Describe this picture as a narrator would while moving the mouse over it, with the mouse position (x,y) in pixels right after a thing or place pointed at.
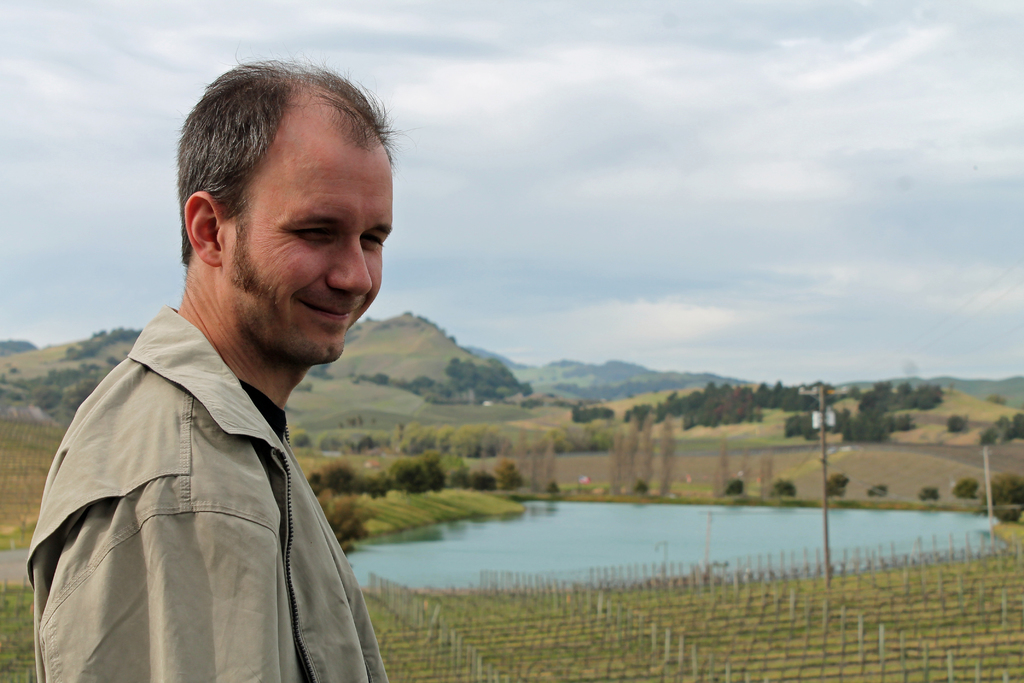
On the left side of the image (135,591) we can see one person (144,573) is standing and he is smiling, which we can see on his face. In the background (312,396), we can see the sky (773,381), clouds (773,381), trees (1005,511), hills (385,413), plants (687,590), grass (699,594), one pole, one sign board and water (609,515).
